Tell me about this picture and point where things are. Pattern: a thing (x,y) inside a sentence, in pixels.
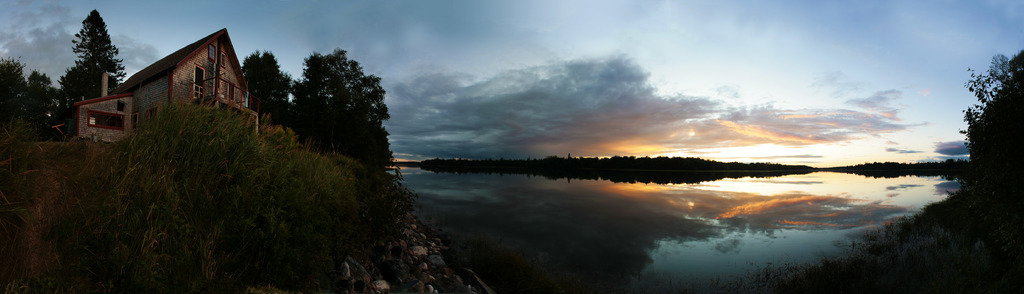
This image is taken outdoors. At the top of the image (490,48) there is the sky (776,111) with clouds (454,61). In the background (578,168) there are many trees (693,166). In the middle of the image (626,188) there is a pond (567,217) with water (767,211). On the left side of the image (193,102) there is a house (179,81) and there are many trees (312,81) and plants (103,152). On the right side of the image (990,120) there is a tree (999,106).
